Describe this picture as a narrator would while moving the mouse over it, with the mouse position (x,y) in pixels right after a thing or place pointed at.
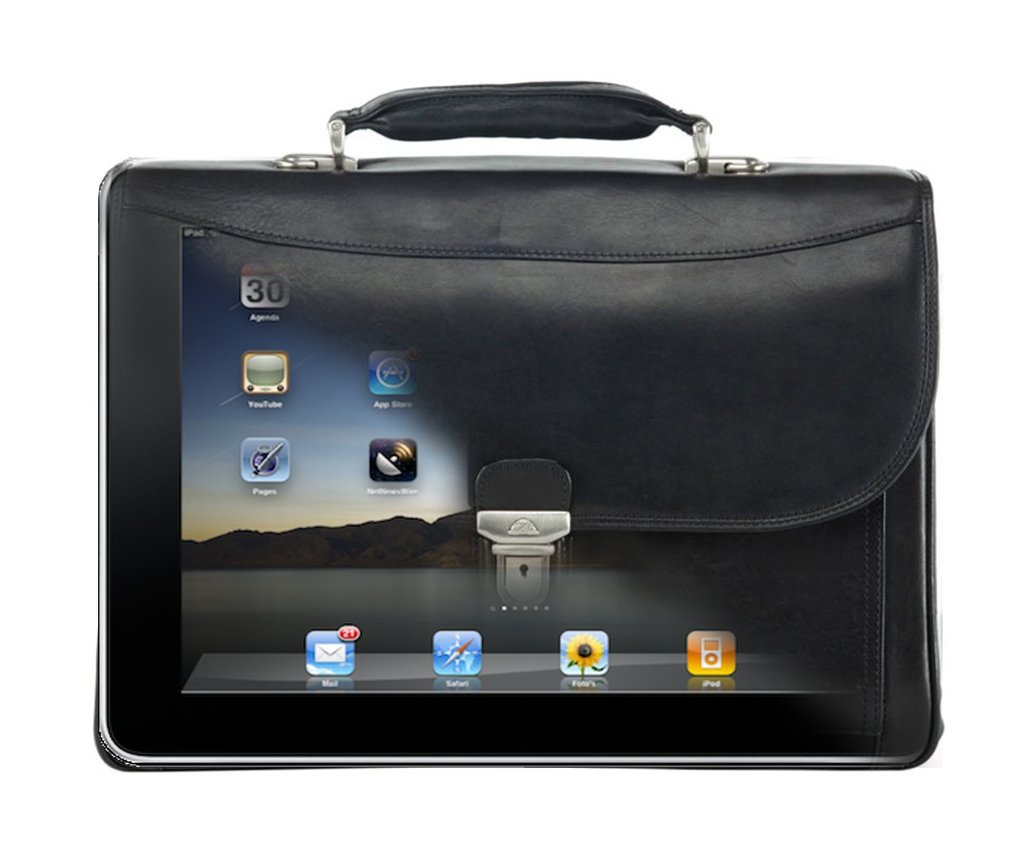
In this picture we can see a bag (473,329).
